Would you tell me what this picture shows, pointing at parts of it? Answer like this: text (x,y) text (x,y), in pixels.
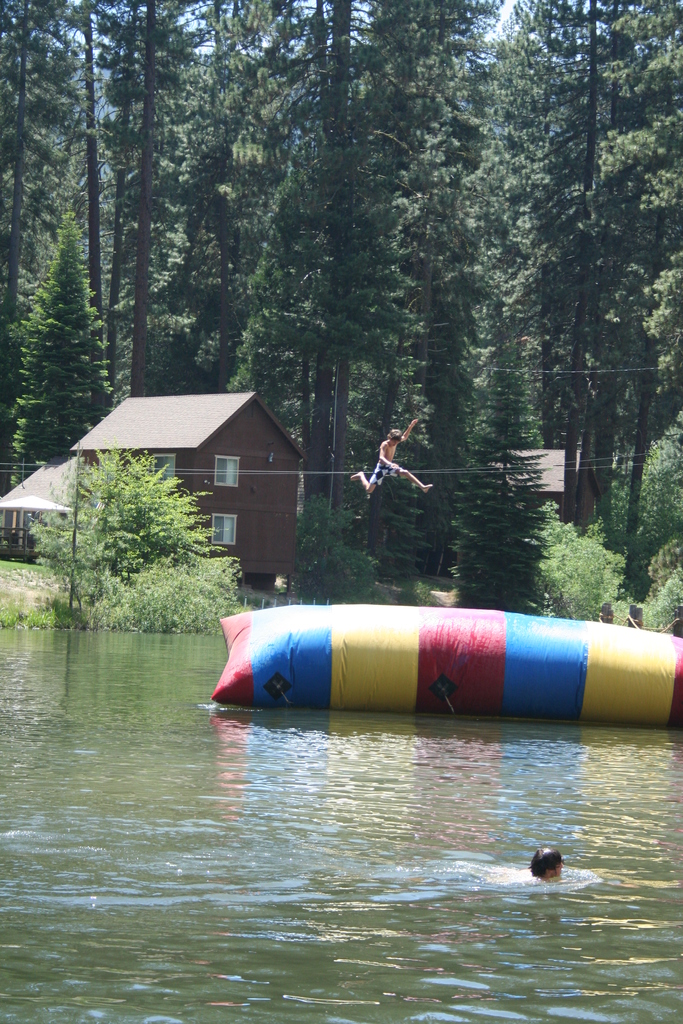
In this image, we can see a few people (540,852). Among them, a person (533,872) is in the water (528,795) and a person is in the air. We can see some water (617,851) with an object (490,624) floating. We can see the ground (31,569). We can see some grass (50,601), plants (155,625). There are a few trees (450,235). We can see some houses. We can see the sky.
